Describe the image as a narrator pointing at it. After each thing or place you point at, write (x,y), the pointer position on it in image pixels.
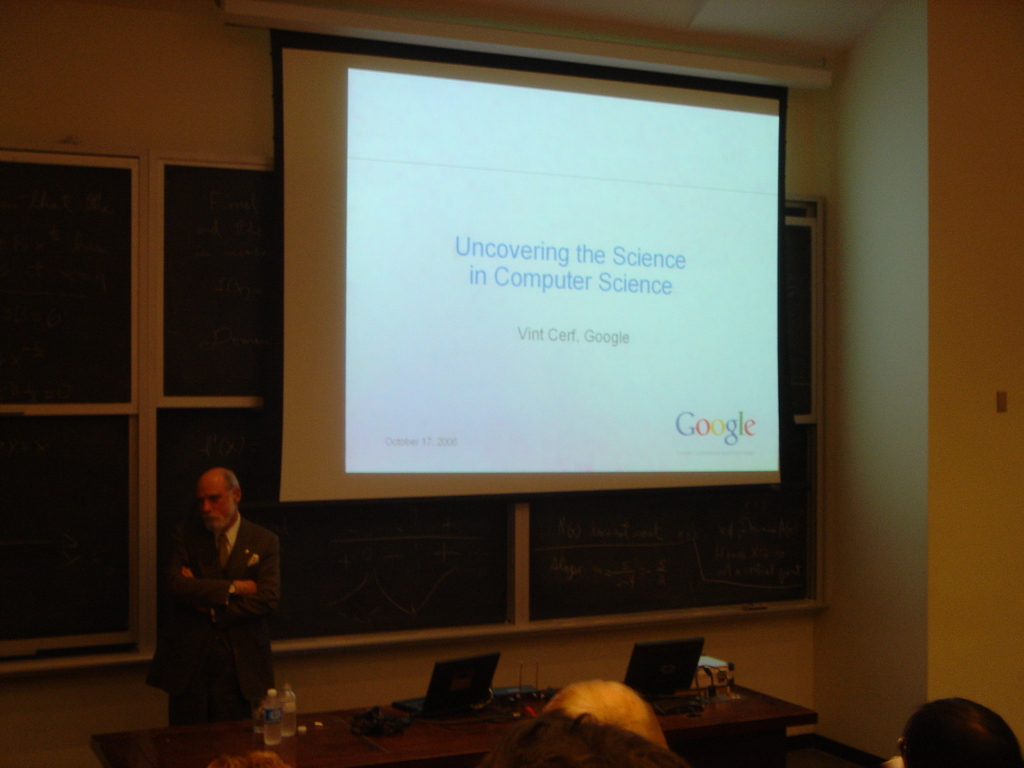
This is the picture of a room (131,129). In this image there is a person (212,666) standing behind the table (748,713). There are laptops (484,703), bottles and devices (534,698) on the table (395,747). At the back (740,200) there is a screen (368,239) and there is a text (550,327) on the screen (575,309). In the foreground (1008,718) there are group of people (977,705).
